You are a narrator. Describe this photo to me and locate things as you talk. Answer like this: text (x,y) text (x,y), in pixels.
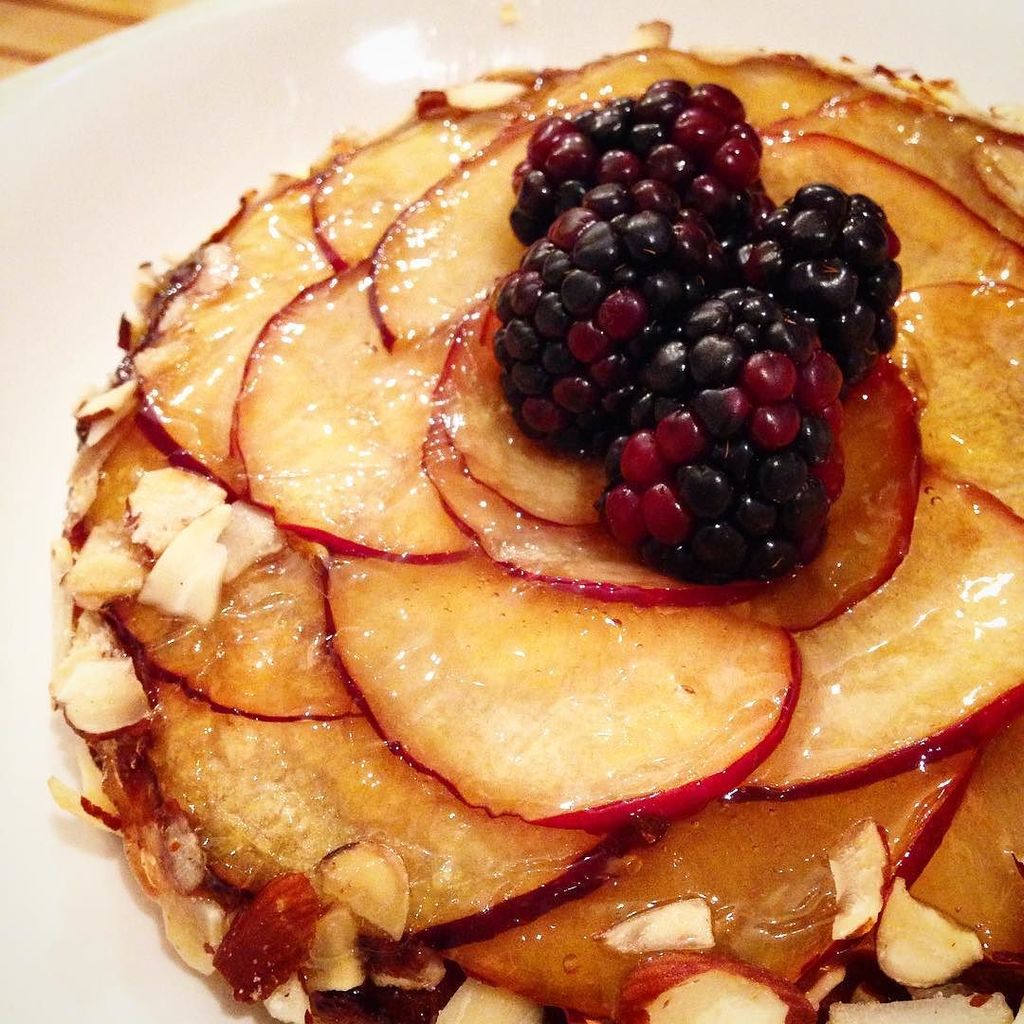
In this picture I can see food (429,368) in the plate (89,52) and I can see few berries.
